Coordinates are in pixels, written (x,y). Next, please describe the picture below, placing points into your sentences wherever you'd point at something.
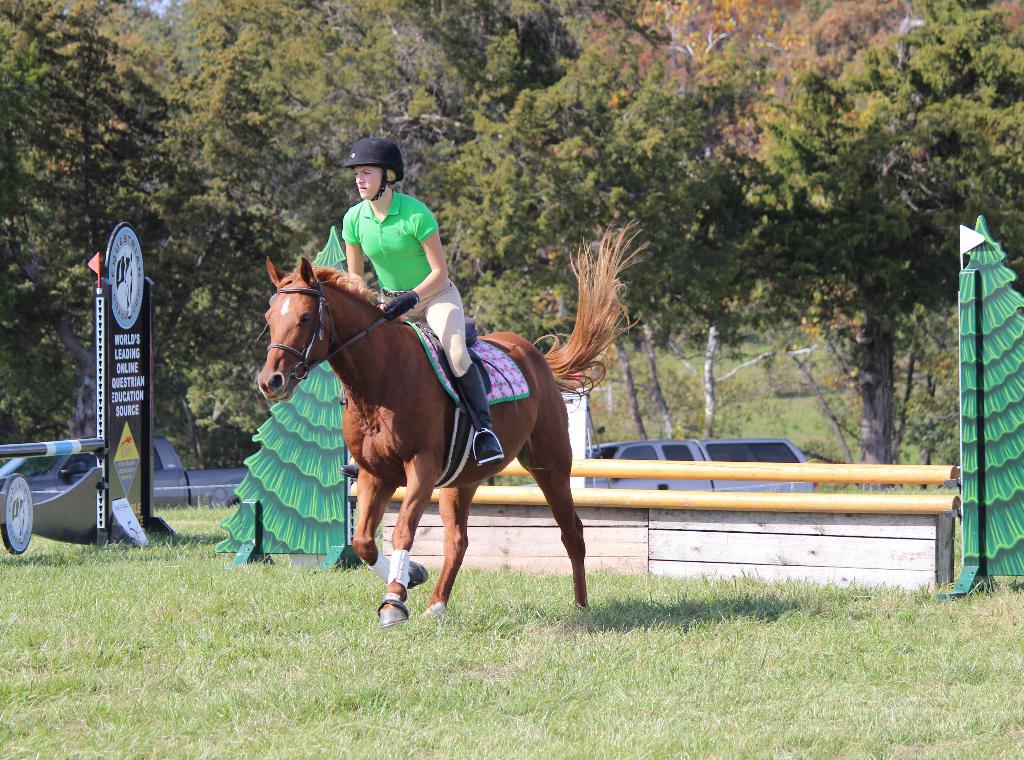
There is a person (401,197) in green color t-shirt (409,225) riding a horse (387,387) on the grass (454,644) on the ground (295,633). In the background (143,472), there are hoardings (137,353), poles (695,461), a vehicle (756,451), trees (143,133) and grass (789,434) on the ground (793,416).
